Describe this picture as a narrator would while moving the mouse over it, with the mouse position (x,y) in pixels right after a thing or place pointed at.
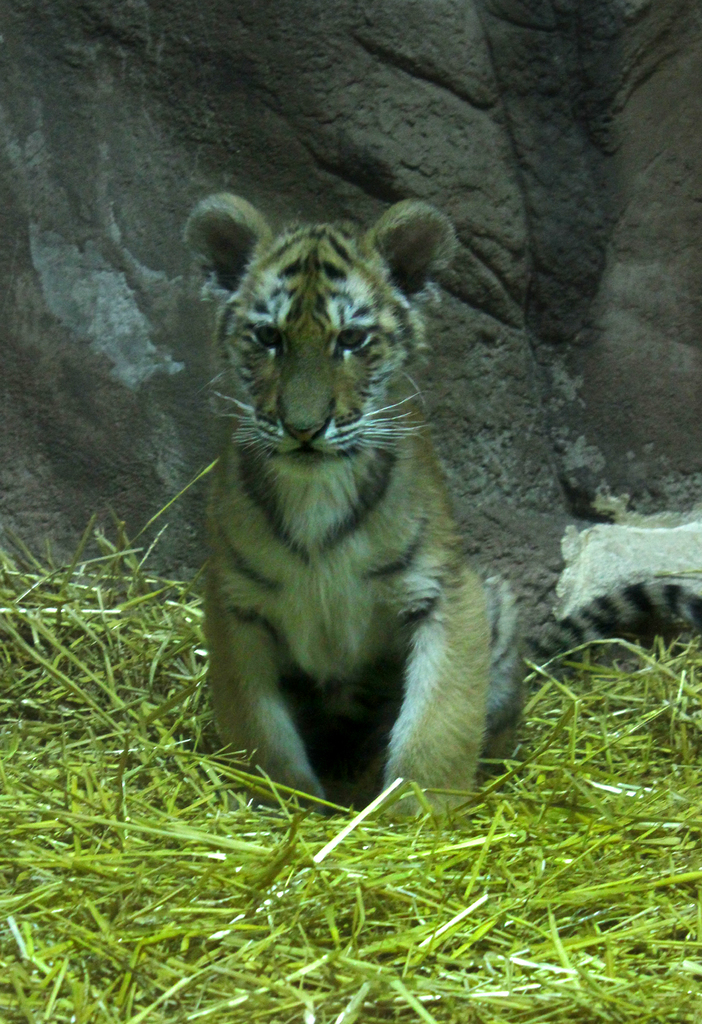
There is a tiger (340,465) sitting on the grass (438,891). In the background (371,112) there is a wall (350,128).
